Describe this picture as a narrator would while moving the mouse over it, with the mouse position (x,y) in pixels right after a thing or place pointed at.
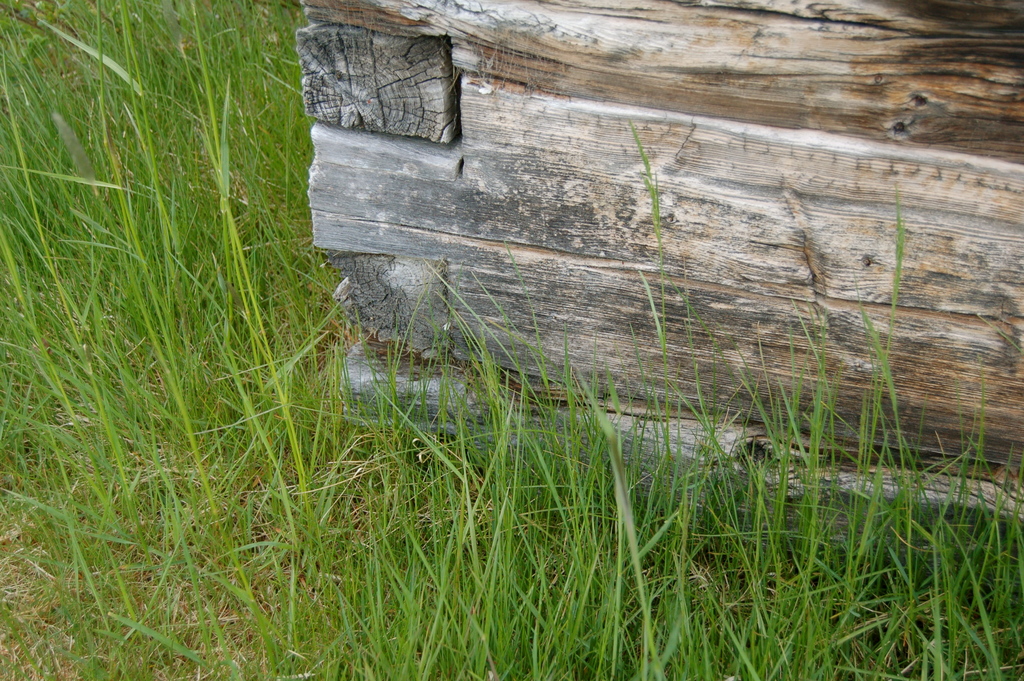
In this picture we can see a wooden object (557,312) and grass (527,452) on the ground (356,461).
